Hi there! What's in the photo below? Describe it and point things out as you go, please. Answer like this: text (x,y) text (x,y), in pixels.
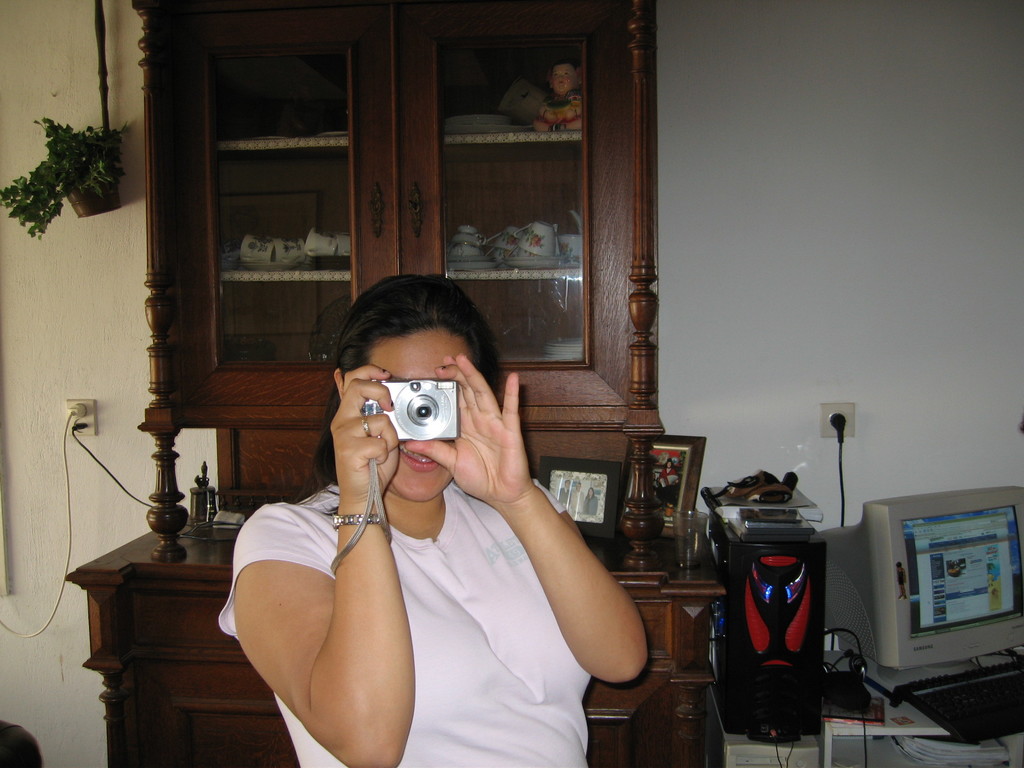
Here we can see a woman (351,320) is sitting, and holding a camera (431,428) in her hands (431,445), and at back (921,570) here is the computer (910,524), and here are some objects (599,509) on the table (619,535), and here is the wall (885,136).
